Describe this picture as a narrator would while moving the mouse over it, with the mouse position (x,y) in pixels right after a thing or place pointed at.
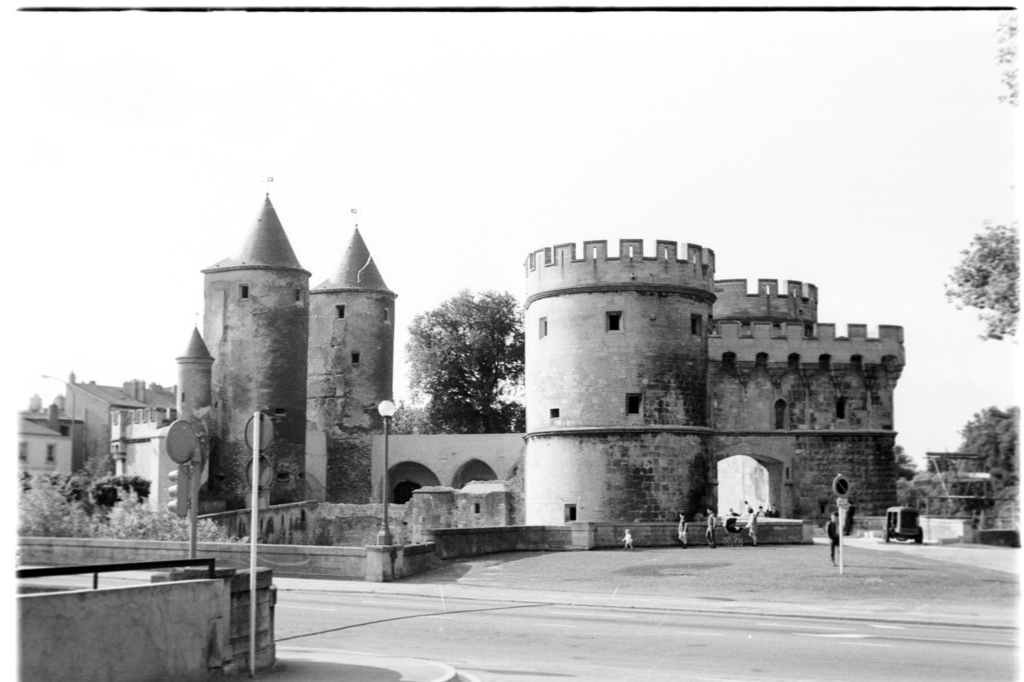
In this black and white image few persons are walking on the land (706,556). There are few poles (255,572) attached with the boards (173,427). Left side (191,533) there is a pole (190,502) having traffic light (186,488) and a board (170,455) attached to the pole (190,511), beside there is a wall (224,592). There is a street light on the wall (348,568). Left side (74,506) there are few trees (106,506). Behind there are few buildings (812,469). Right side (997,490) there are few trees (1000,284). Top of image (556,111) there is sky (405,122).
